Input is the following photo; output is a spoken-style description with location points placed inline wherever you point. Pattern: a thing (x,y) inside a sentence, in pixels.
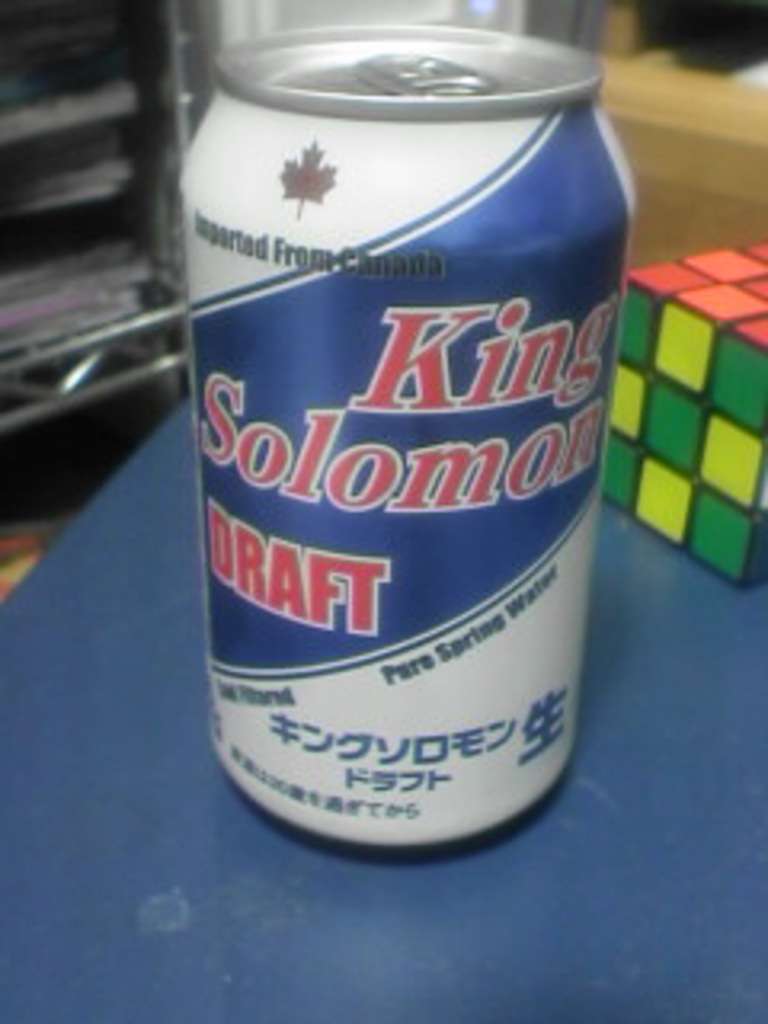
In this picture we can see one tin (522,453), cube (684,430) placed on the table (154,832).
